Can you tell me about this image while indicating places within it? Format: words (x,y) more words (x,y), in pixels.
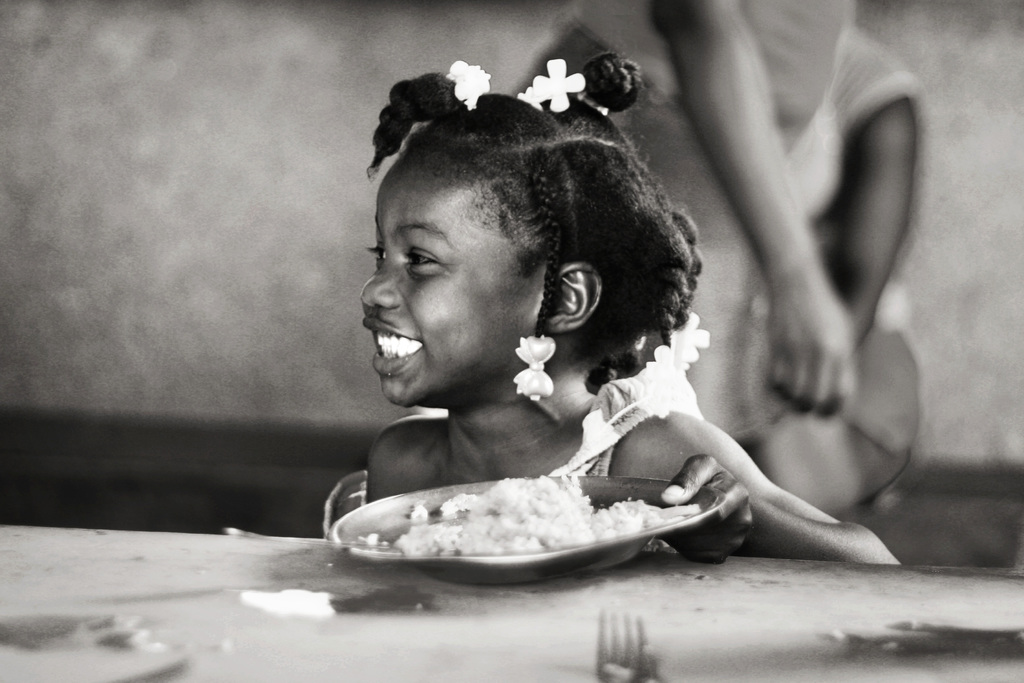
In this black and white picture there is a girl (474,393). She is smiling. In front of her there is a table (340,623). There is a plate (430,561) on the table (358,626). There is food (524,529) on the table (691,662). At the bottom (610,668) there is a fork (611,655) on the table (596,655). Behind her there is a person (776,125) standing. Behind them there is a wall (379,51).
